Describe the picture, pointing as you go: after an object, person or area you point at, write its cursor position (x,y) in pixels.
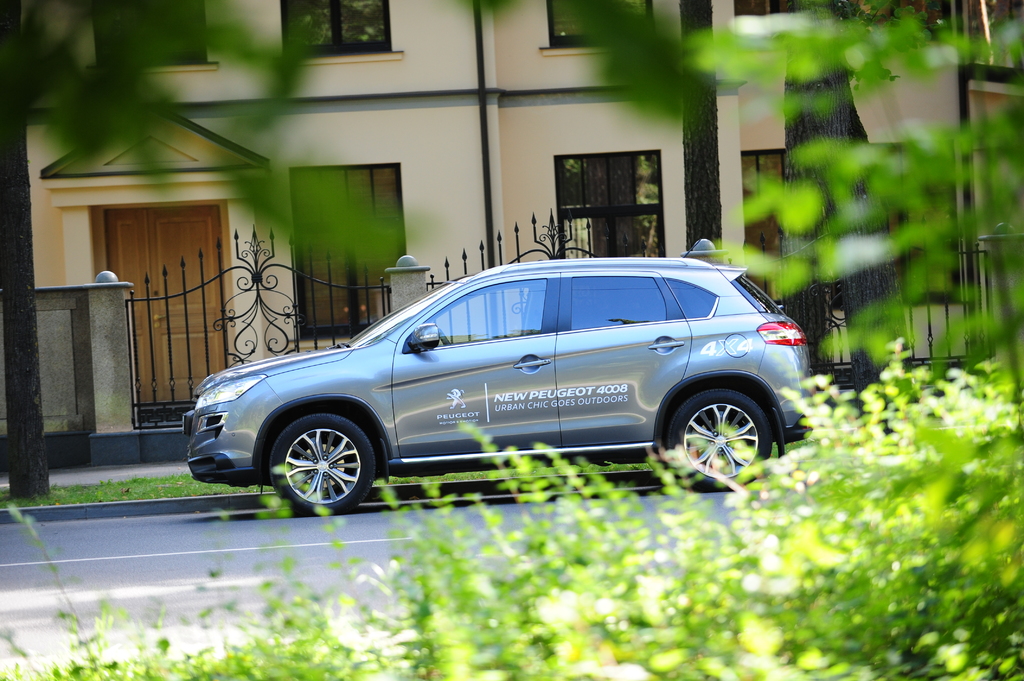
In the foreground of the picture (941,395) there are plants (873,384) and leaves (873,30). In the center of the picture (582,326) there is a car (460,376) on the road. In the background (308,294) there is a building (380,159), windows (325,238), door (176,252) and gate (307,300). Beside the car (247,435) there is grass (132,482).
